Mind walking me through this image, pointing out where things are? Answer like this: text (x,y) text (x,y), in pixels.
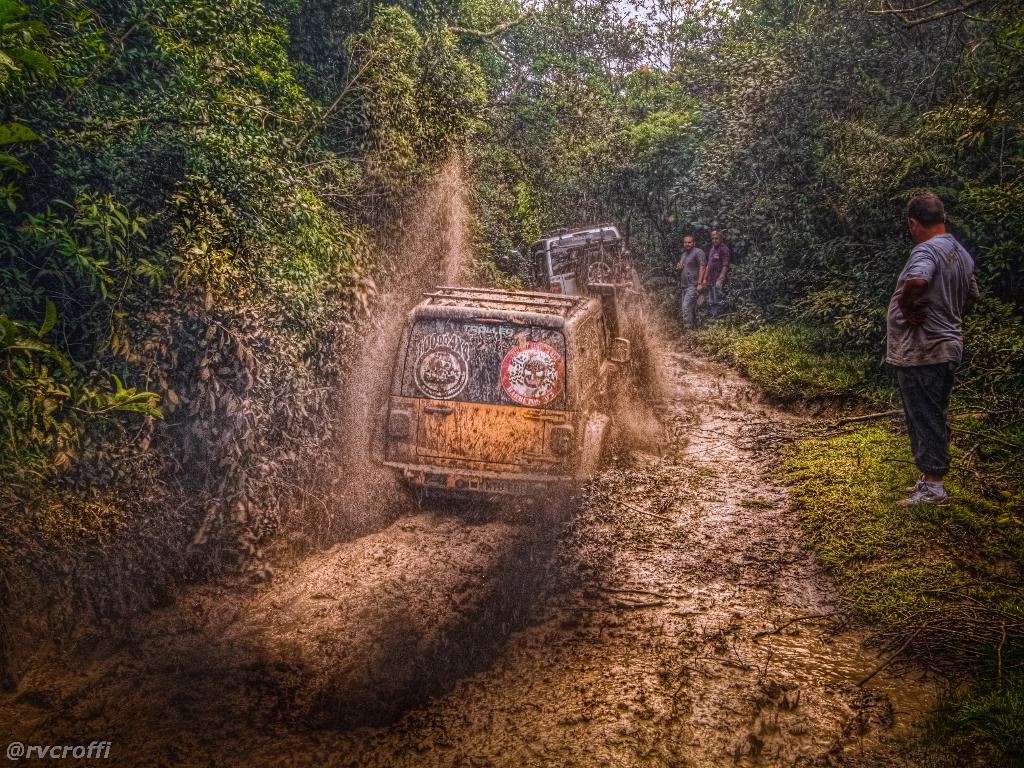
In the middle of this image (466,425) there is a vehicle (510,470) on the ground (431,586). On the right side (934,326) three men (700,255) are standing. In the background (303,200) there are many trees (362,192).
